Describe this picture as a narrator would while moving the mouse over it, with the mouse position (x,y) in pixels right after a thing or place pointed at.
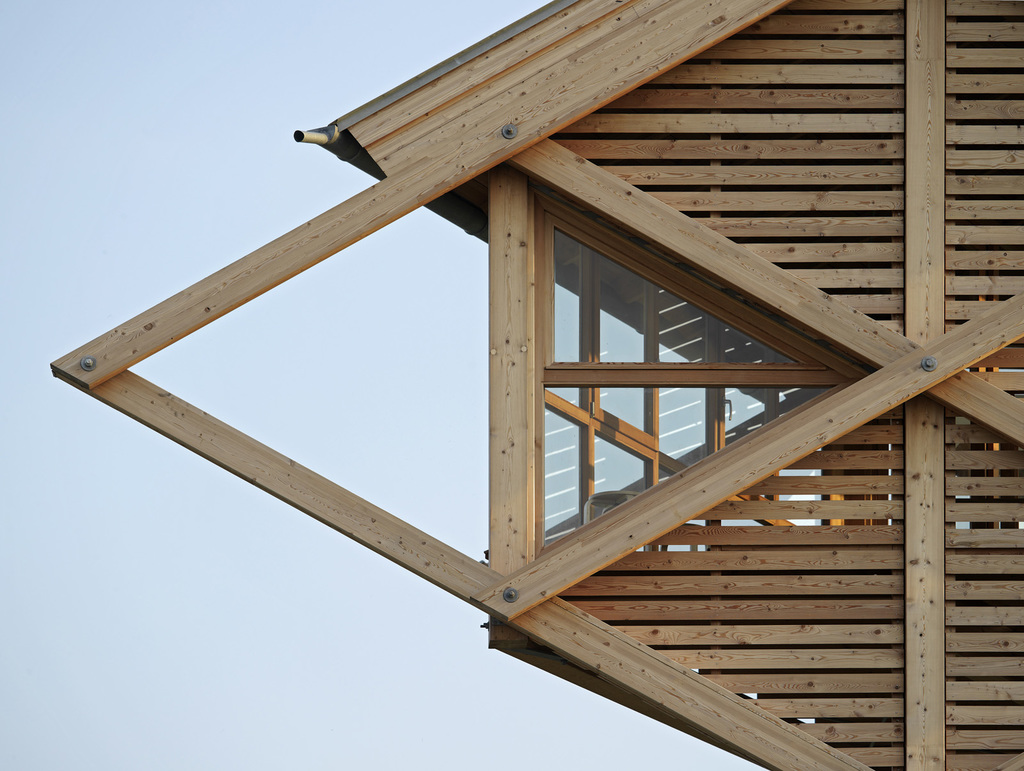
Here we can see half part of a house (581,234) made with plywood (670,246) and this is sky (165,655).
